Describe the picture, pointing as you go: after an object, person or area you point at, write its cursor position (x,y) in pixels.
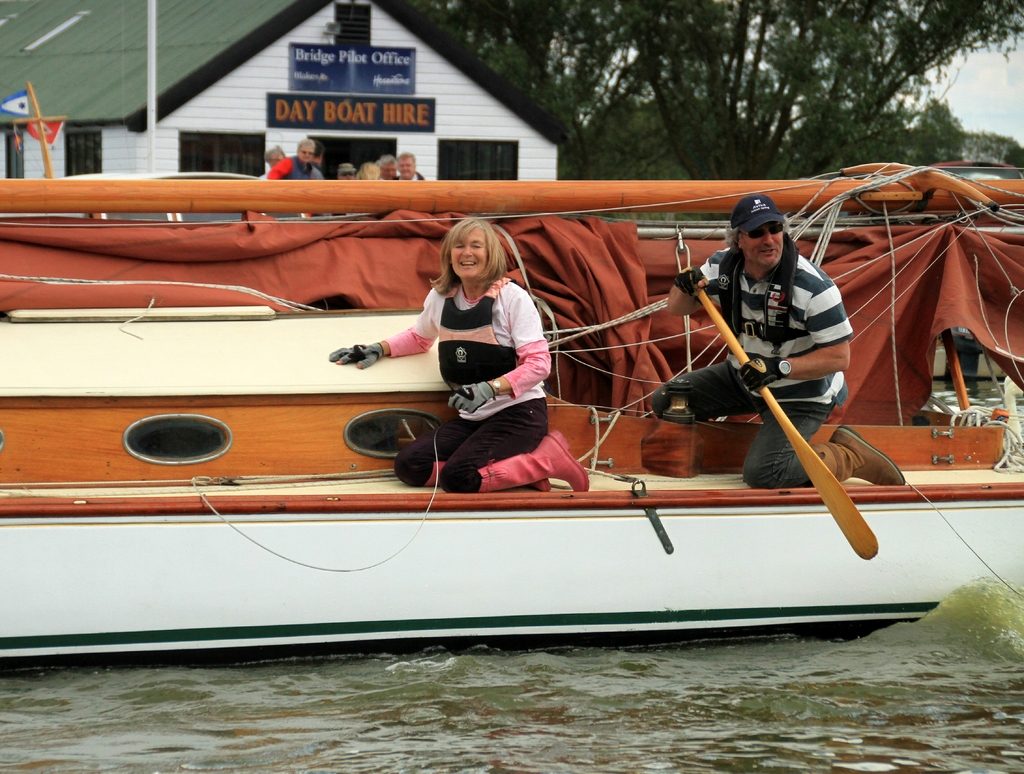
In this image we can see there are two persons (512,442) sitting on the boat (312,495) and the other person (772,433) holding a paddle (772,407). And we can see the water (568,677), trees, sticks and persons (351,166) standing. There are boards (331,79) with text (339,55) attached to the house (76,93) and the sky (912,104) in the background (949,108).
